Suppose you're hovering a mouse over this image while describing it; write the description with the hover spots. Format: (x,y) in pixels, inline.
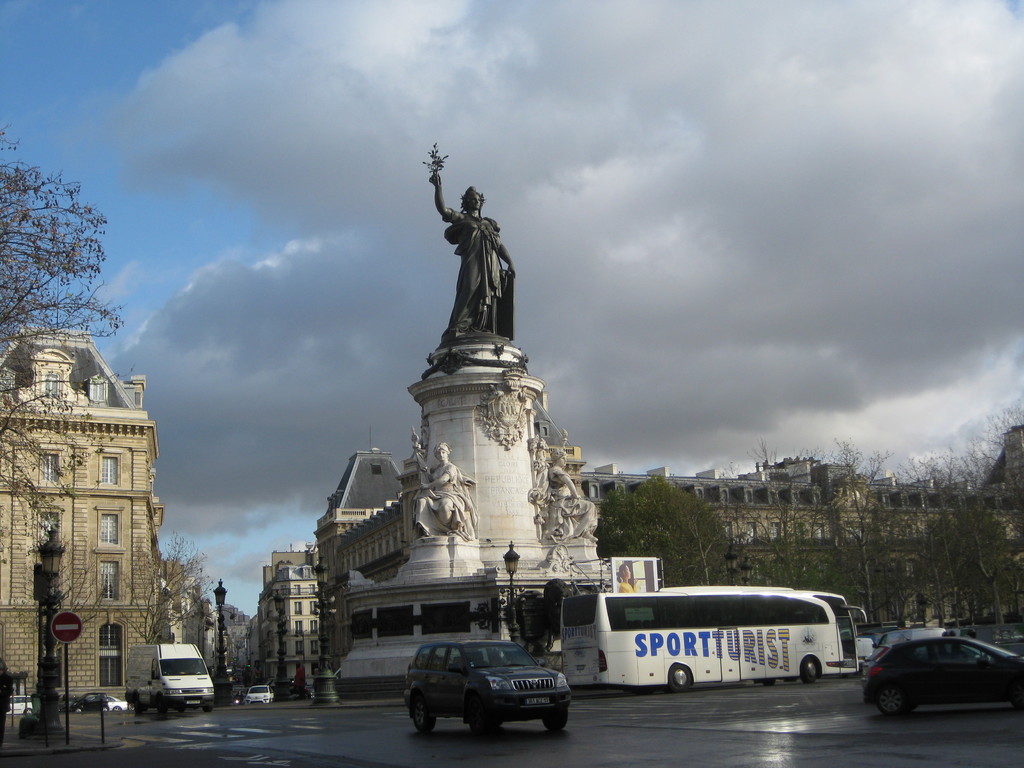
In this image, on the right side (988,673), we can see a car (1006,649) which is moving on the road (642,733). In the middle of the image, we can also see another car (567,680) moving, on the left side (191,699), we can see some trees (24,478) and a vehicle's (188,650), pole (218,614), buildings (110,521), glass windows (115,649). In the background (352,466), we can see a statue (416,547), buildings (278,560), trees (608,518). At the top (599,79), we can see a sky (781,100), at the bottom (276,742), we can see a road (255,724).
